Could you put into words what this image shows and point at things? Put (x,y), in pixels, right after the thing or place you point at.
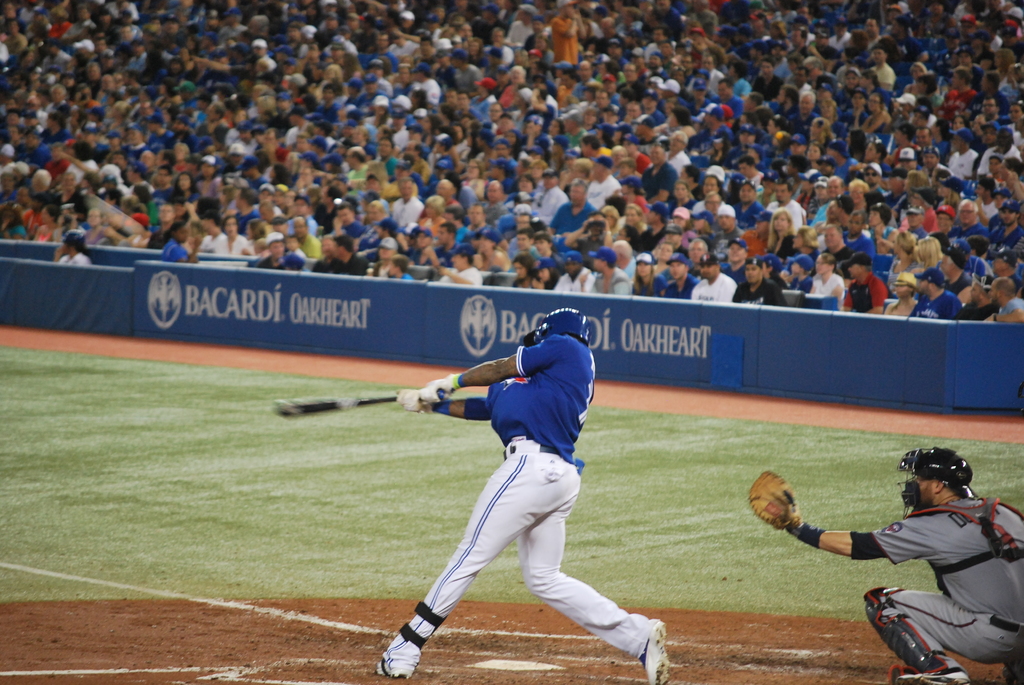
The picture is clicked in a baseball court (802,470). In the center of the picture (515,394) there is a person (442,406) holding bat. on the right (951,596) it is keeper (929,612). At the bottom (328,662) there is red soil (442,666). In the center (430,353) there are banners (447,333) and grass (130,472). At the top (267,97) there are audience (475,111) in the stadium (561,149).
